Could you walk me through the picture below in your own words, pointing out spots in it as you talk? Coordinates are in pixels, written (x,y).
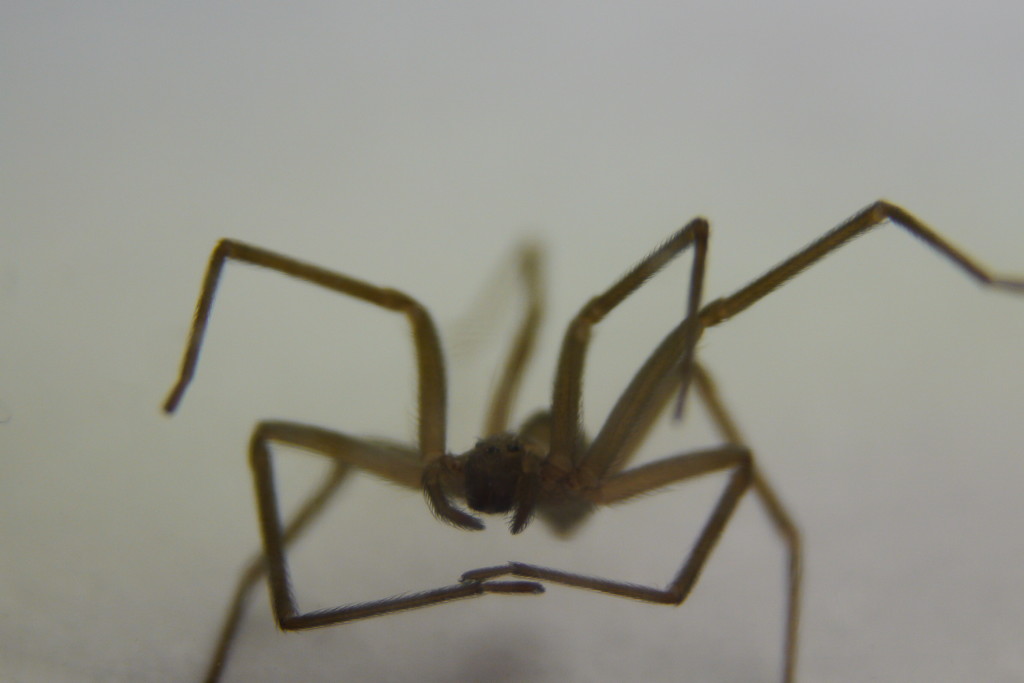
In this image we can see a spider (423,442). There is a white background (76,177).
